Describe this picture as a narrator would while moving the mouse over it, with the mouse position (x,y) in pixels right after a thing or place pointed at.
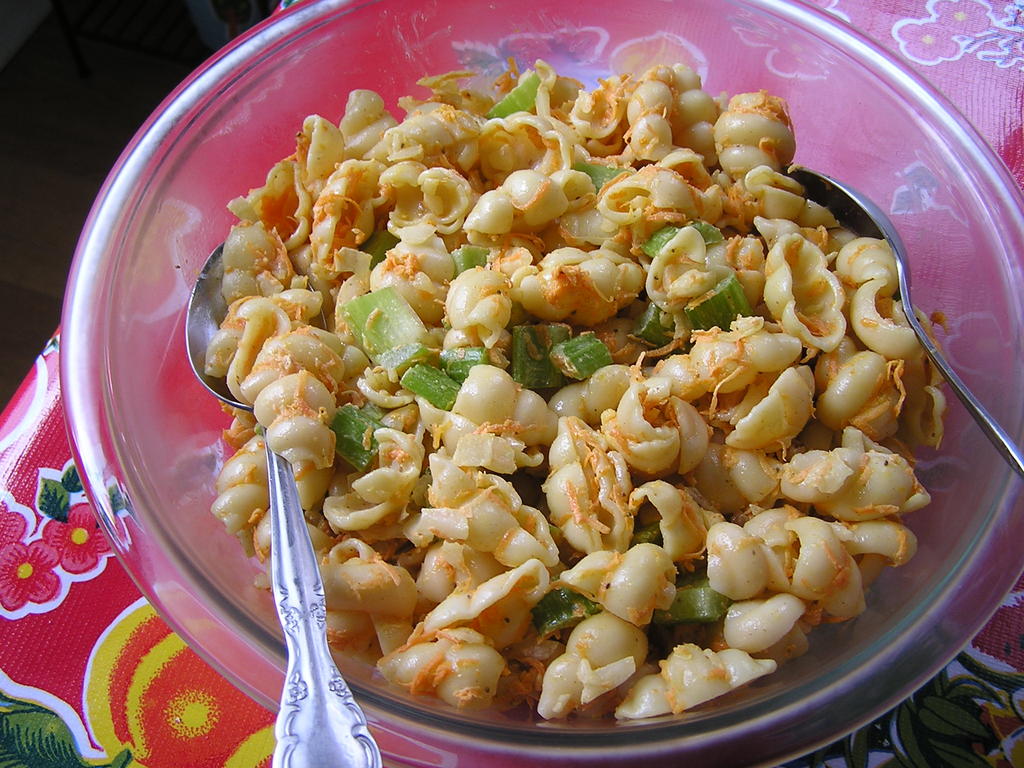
In this image I can see a red and yellow colored surface (117,645) and on it I can see a glass bowl (157,353). In the bowl (731,11) I can see a food item (589,224) which is cream and green in color. I can see two spoons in the bowl (167,538).
